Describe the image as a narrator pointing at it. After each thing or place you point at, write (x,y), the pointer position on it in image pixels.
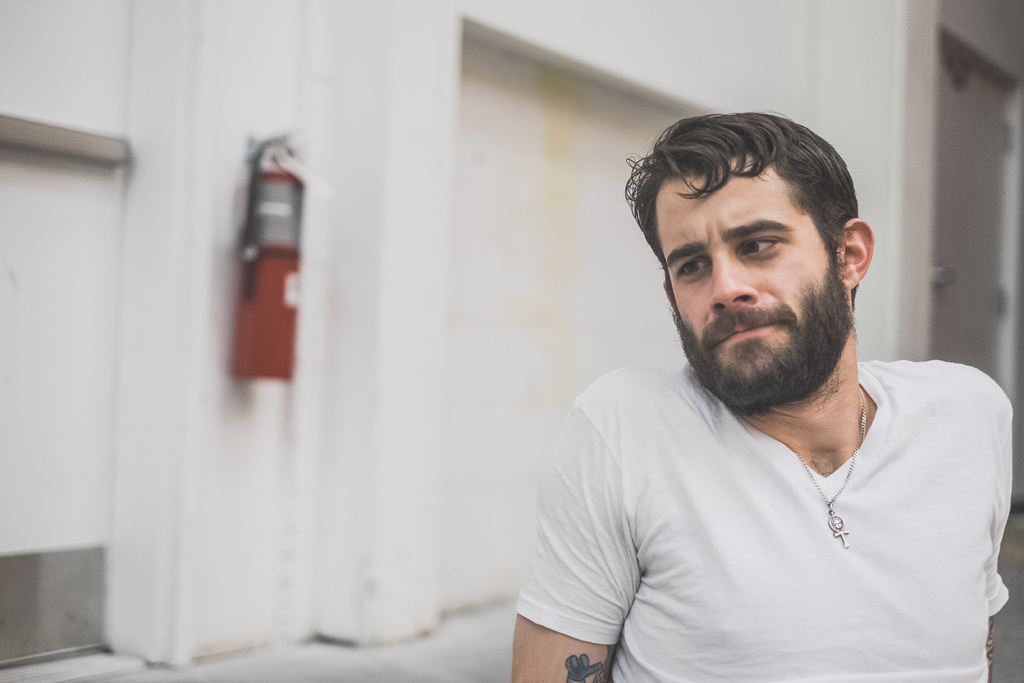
In this image we can see a man (752,483) with a tattoo (575,665). In the background (386,382) we can see a door (954,186), wall (361,351) and also a fire extinguisher (279,251).
